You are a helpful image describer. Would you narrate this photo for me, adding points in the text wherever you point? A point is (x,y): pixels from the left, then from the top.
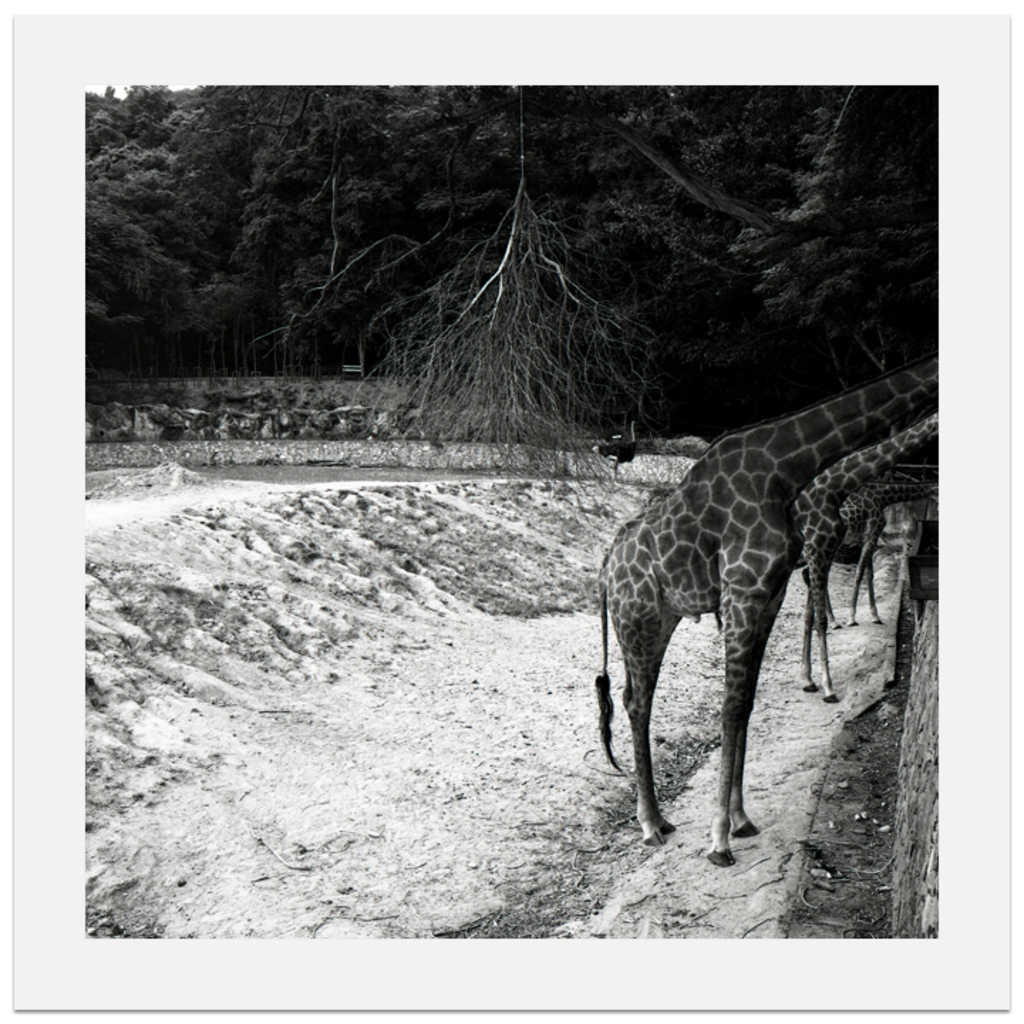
This is a black and white picture. In this picture we can see a few giraffes (805,537) on the right side (720,543). There are some trees (443,263) visible in the background (845,261).
